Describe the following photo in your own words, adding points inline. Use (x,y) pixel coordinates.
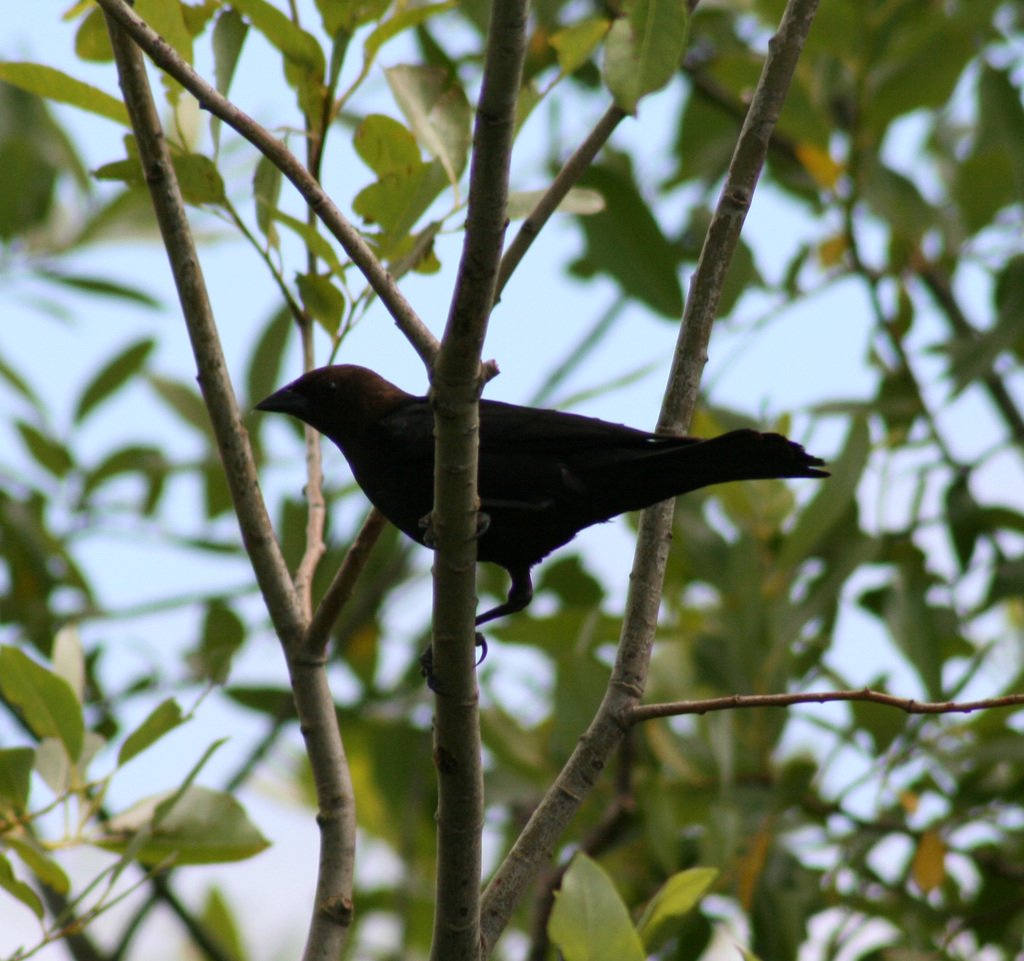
In the image there are branches (473,630) of a tree (454,635) and there is a bird (546,502) sitting on one of the branch (446,677).
